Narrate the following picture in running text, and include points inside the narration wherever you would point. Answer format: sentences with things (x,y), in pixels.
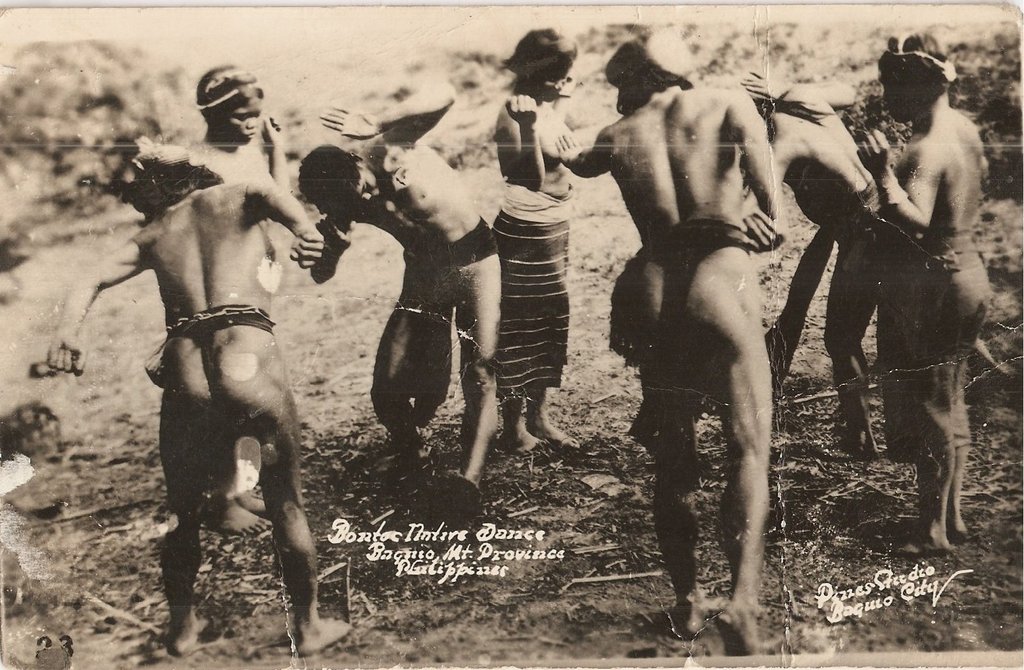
This image consists of a poster (429,436) in which there are few persons (523,268). At the bottom (448,607), there are dried leaves (457,604) and stems (359,603) on the ground (267,597). It looks like a black and white image. At the bottom (364,544), there is a text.
